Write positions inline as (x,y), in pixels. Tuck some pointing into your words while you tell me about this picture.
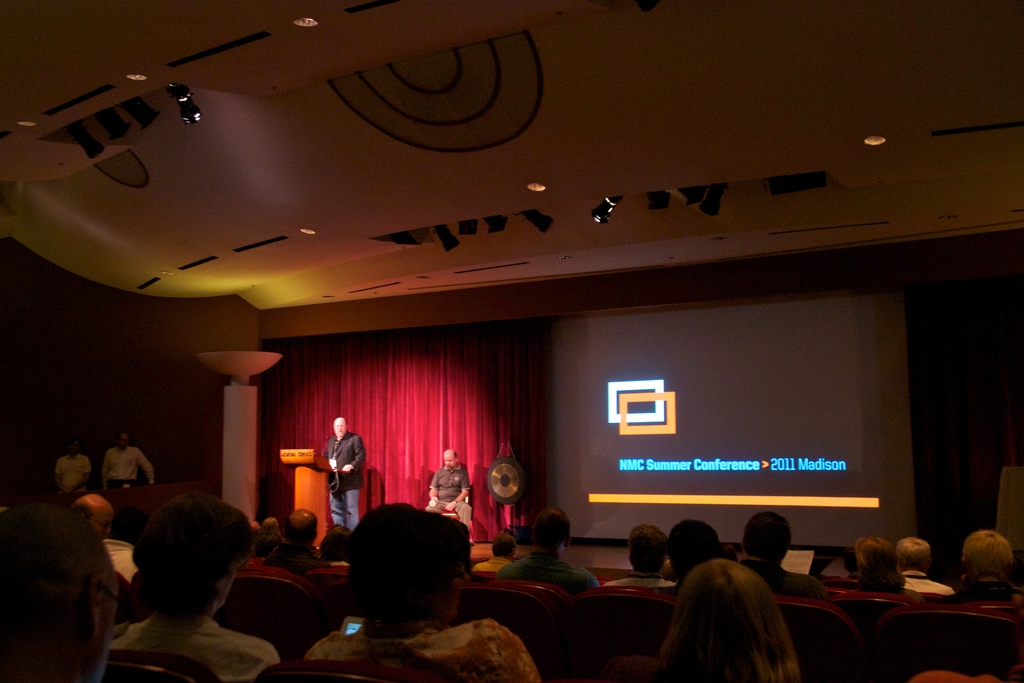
In this image I can see number of people (691,659) where few are standing and rest all are sitting on chairs (633,610). In the background (297,429) I can see a podium (315,472), a red colour curtain (486,394), a screen (553,364) and on it I can see something is written. On the top side of the image (385,164) I can see few lights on the ceiling (335,249).
